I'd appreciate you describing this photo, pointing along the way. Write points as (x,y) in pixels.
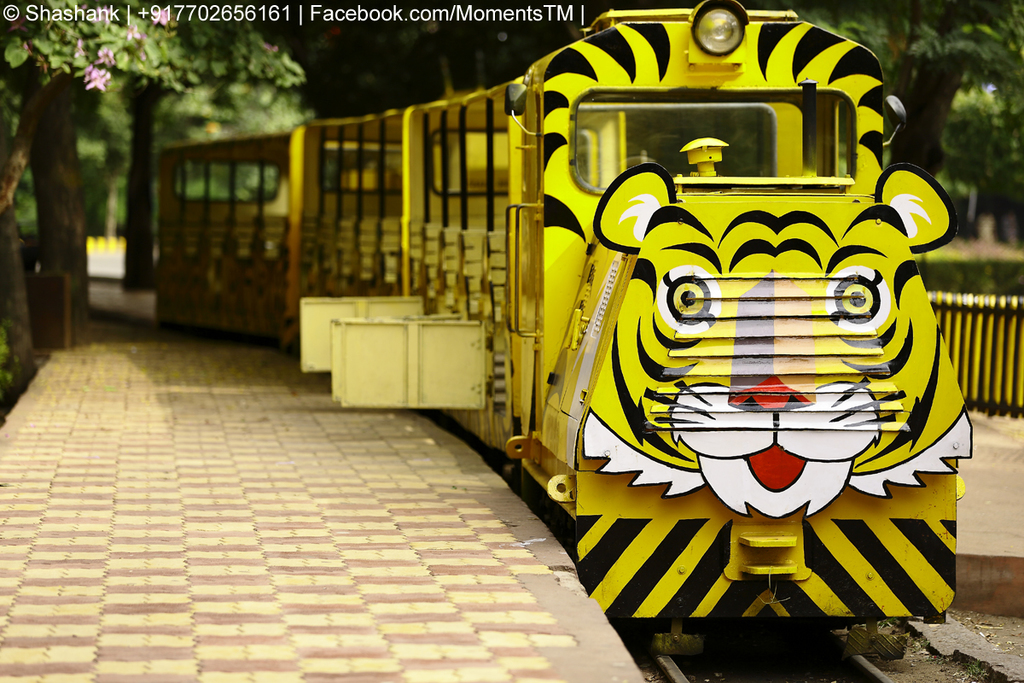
In this image we can see a train (739,606) on the track (771,679), there we can see pavement (405,577) on both sides of the track (799,666), few trees (74,142), a fence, few flowers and a light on the train (486,95).
